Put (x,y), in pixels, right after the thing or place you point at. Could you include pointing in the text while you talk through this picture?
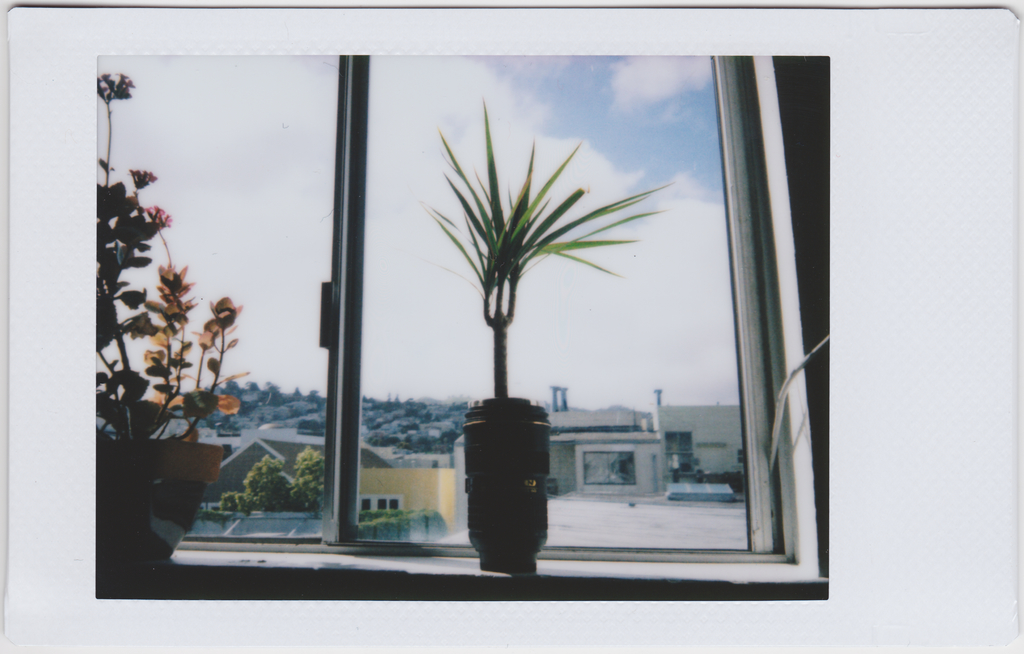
In this image, we can see photograph (512,295) on the white card (865,277). In this photograph (453,445), we can see house plants (511,463) and glass window (407,365). Through the glass window (561,377), we can see the outside view (593,273). We can see trees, houses (637,458) and the sky (213,259).
